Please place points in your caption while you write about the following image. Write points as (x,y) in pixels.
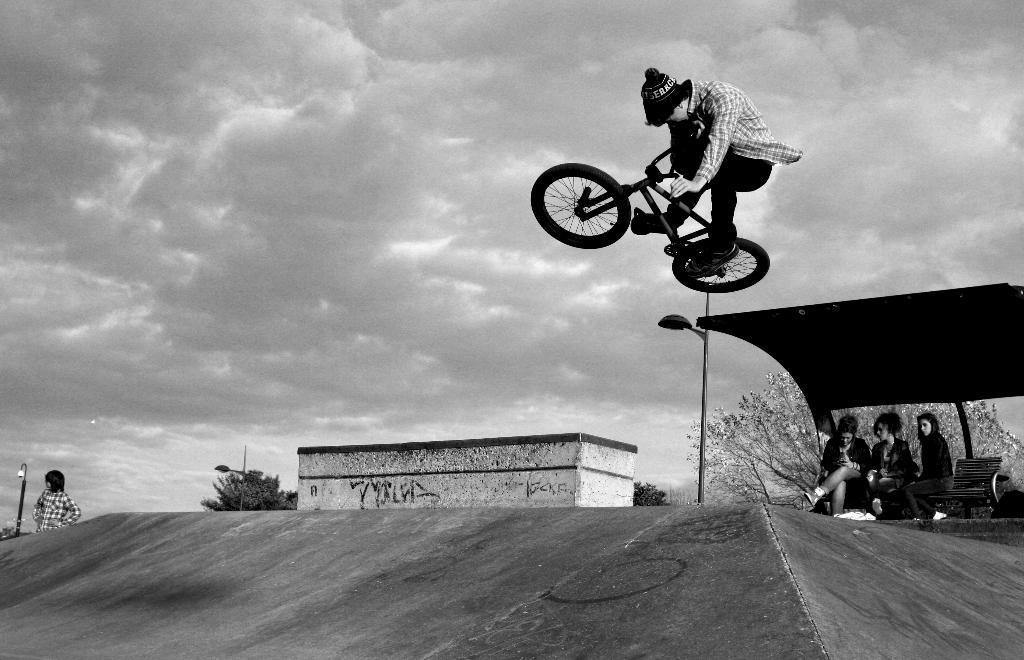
In this black and white image there is a person (719,210) sitting on a bicycle (618,192), which is in the air (685,227). On the right side of the image (900,448) there are three girls (926,474) sitting on the bench (974,470), beneath the shed (937,317), beside that there is a pole (704,466) and a building (439,485). On the left side of the image (54,513) there is a person (46,505) standing beside the pole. In the background (330,352) there are trees (712,477) and the sky (440,380).
